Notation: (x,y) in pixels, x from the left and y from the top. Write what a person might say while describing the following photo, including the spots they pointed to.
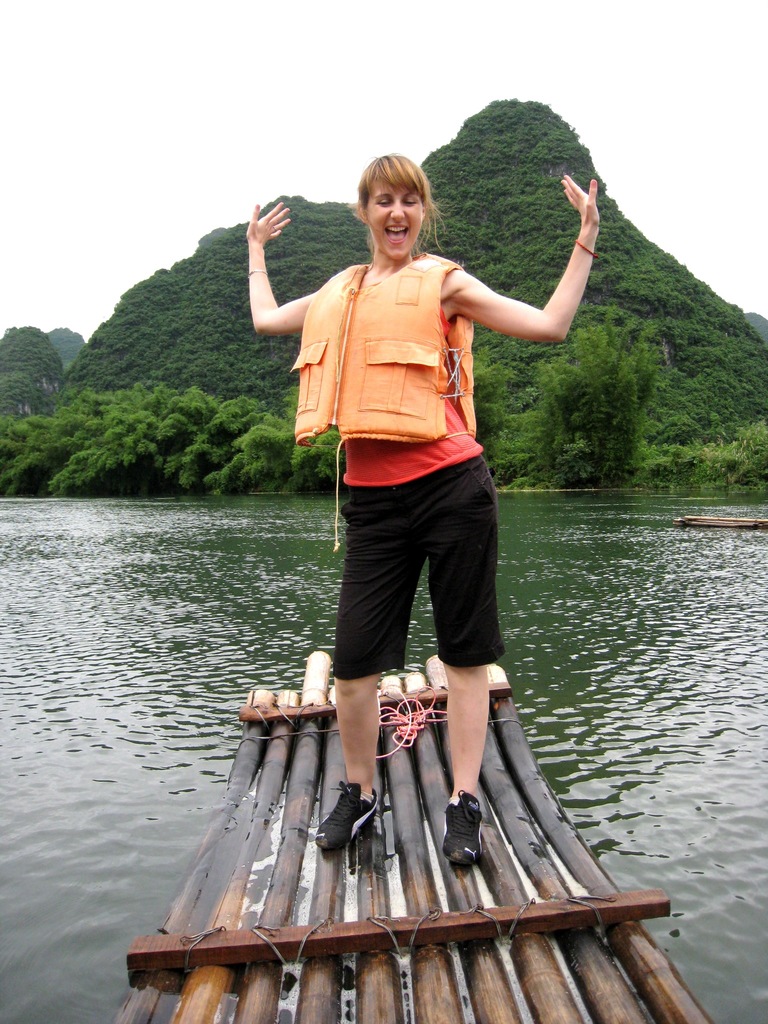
In this picture we can observe a woman (370,309) standing on the wooden plank (477,968). She is wearing an orange color life jacket (370,375) and smiling. We can observe a river (73,639). This wooden plank (352,868) is in the river (164,579). In the background (120,416) there are trees (256,414) and hills (446,216). We can observe a sky (326,137).
